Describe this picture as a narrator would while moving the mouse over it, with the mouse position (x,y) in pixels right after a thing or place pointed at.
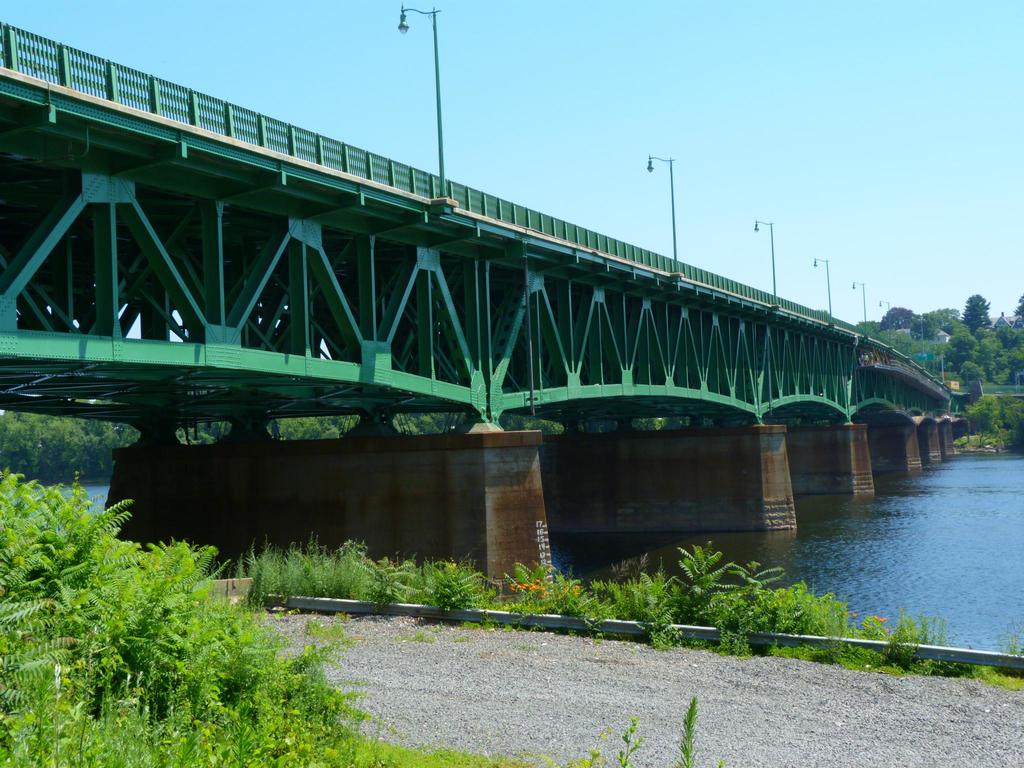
In this picture I can see the bridge (553,413). On the right (819,520) I can see the lake (875,501). At the top of the bridge (564,244) I can see the streetlights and fencing (343,156). At the bottom (146,677) I can see the grass (121,752) and plants (7,588). In the background (1014,354) I can see many trees (1007,368). At the top (609,76) I can see the sky (554,76).
